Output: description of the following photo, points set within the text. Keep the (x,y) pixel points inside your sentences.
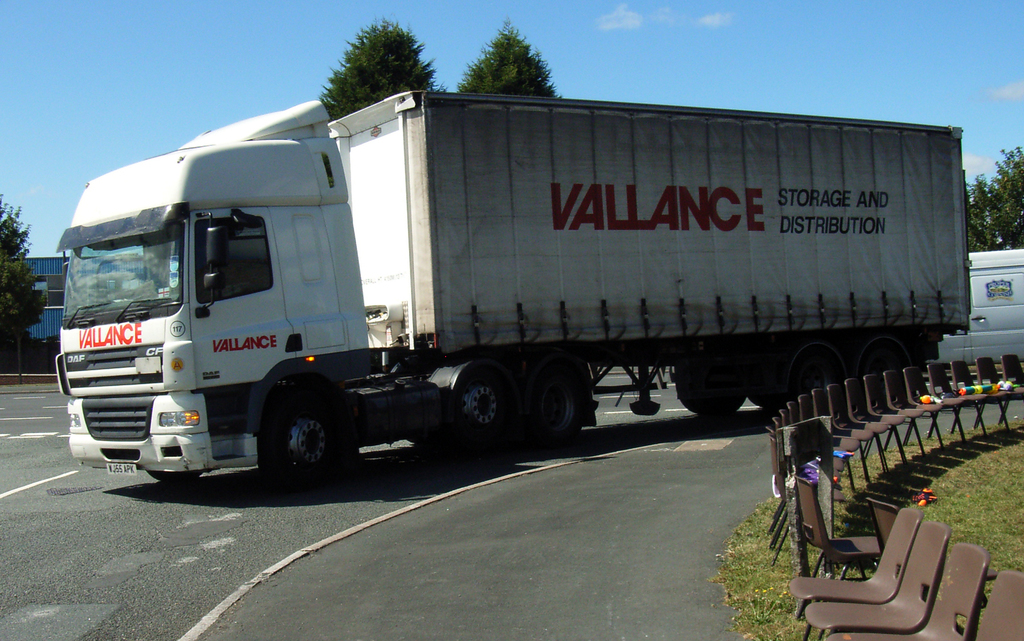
In this picture we can see a vehicle (540,263) or a truck (555,276) on a road (165,514) and aside to this we have chairs (921,522) on grass (953,439) with some toys (962,395) on it and in background (690,39) we can see sky (448,31), trees (413,67).
